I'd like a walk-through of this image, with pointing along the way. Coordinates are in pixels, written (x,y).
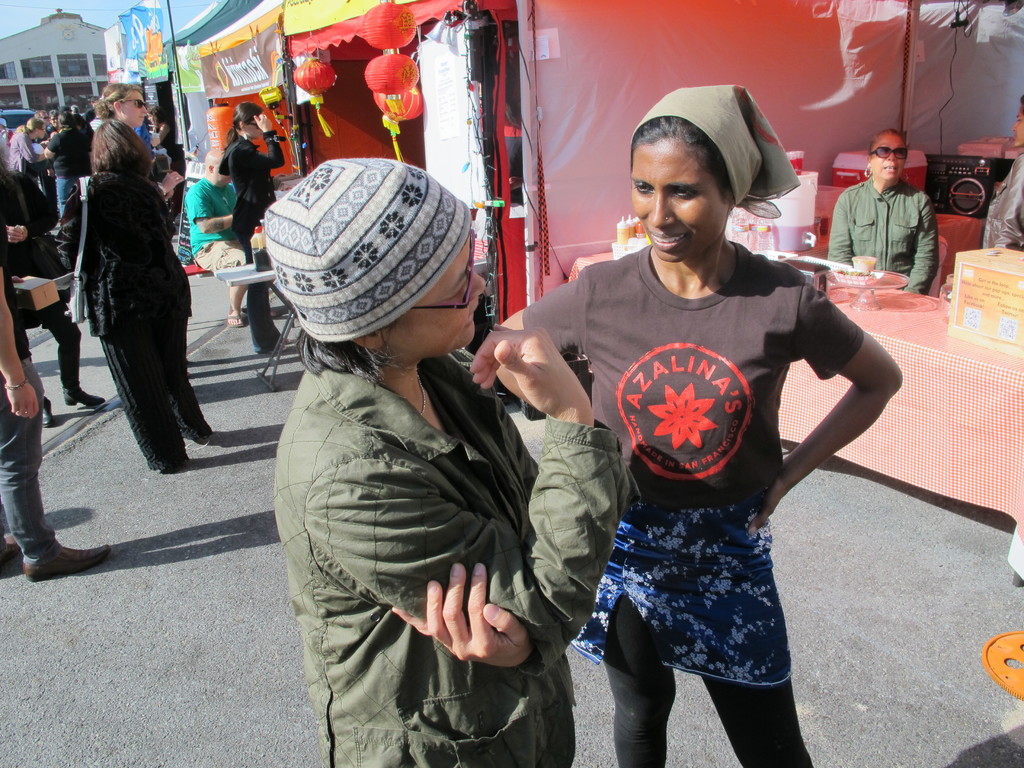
In this picture we can see some people (290,518) standing on the ground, tables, banners (189,59), lanterns (385,124), boxes (852,166), device (951,185) and some objects (12,117) and in the background (36,35) we can see a building (55,66), sky (124,2).
